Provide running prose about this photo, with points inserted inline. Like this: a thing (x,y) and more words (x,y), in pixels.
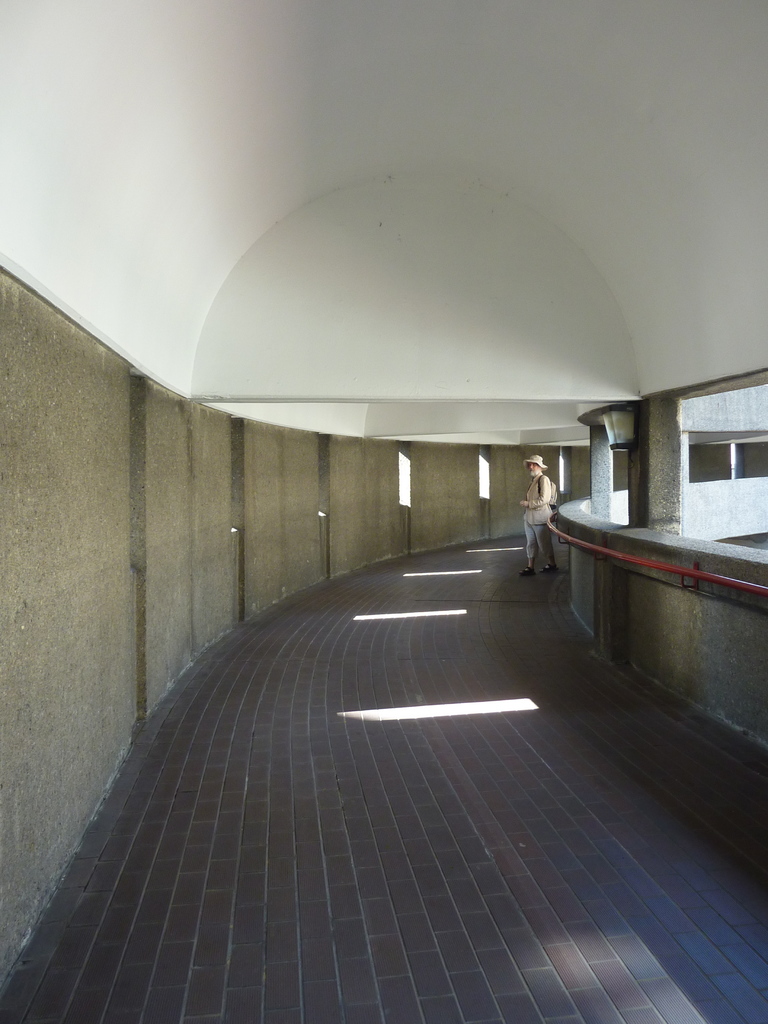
In this picture I can see a person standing inside a building (560,527), there is a iron rod (645,566) and pillars (658,414).
